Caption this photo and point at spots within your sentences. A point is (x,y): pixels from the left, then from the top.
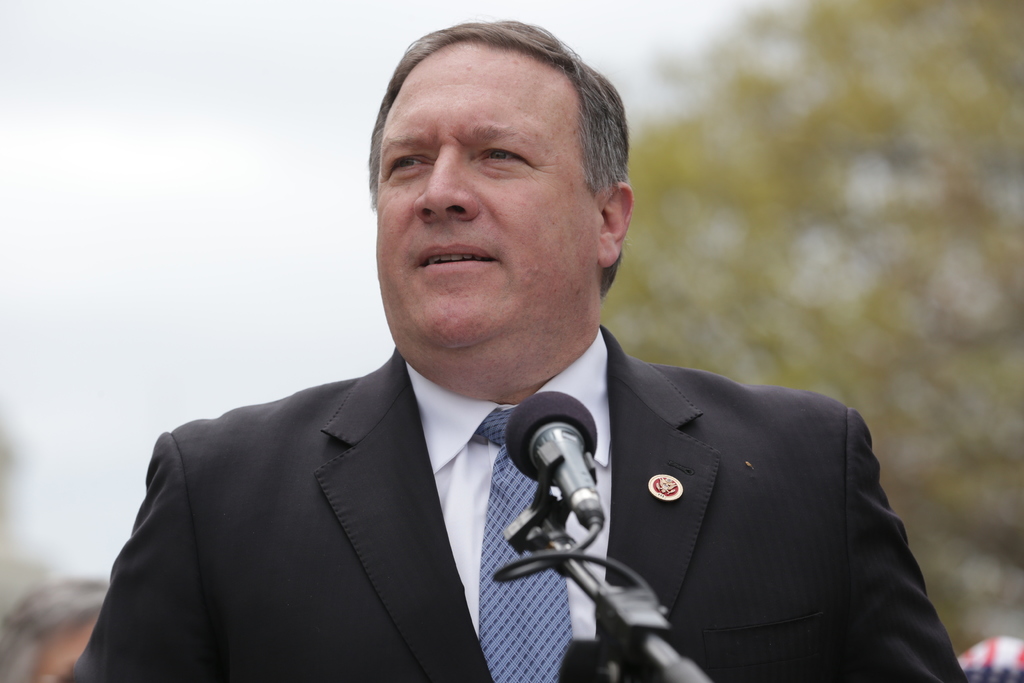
In this image I see a man (246,502) who is wearing black suit (636,509) and I see that he is wearing a white shirt (478,452) and a tie (515,653) over here and I see a mic (559,429) over here and I see a small badge (662,481) over here and it is blurred in the background (848,197).
